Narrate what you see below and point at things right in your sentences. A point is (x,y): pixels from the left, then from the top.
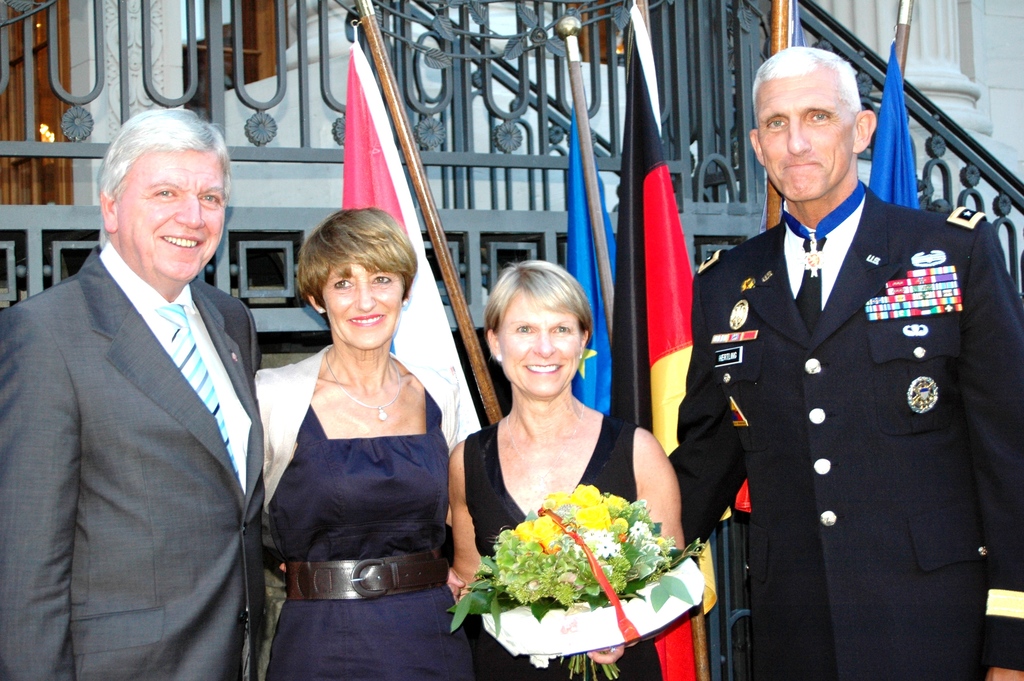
In this image we can see people (711,468) standing. There is a lady (583,483) holding a bouquet (549,569). In the background of the image (275,90) there are flags (374,104), metal railing (125,89), wall (493,82), pillar (957,1).
